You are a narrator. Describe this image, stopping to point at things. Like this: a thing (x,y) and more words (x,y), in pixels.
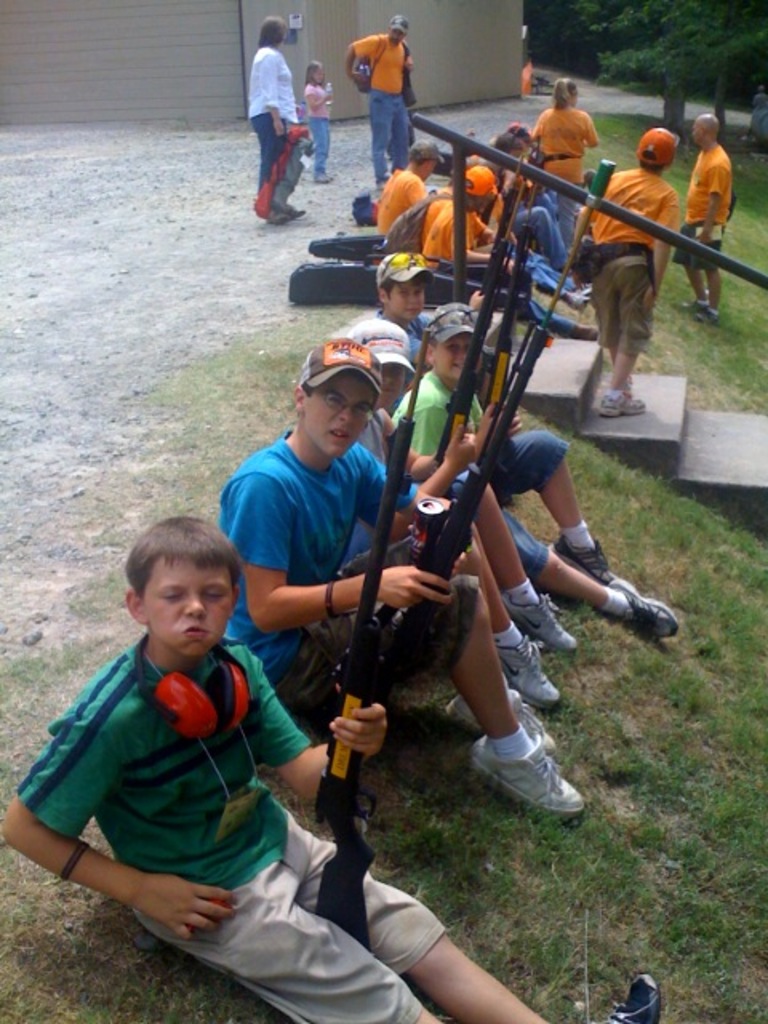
In this picture there is a group of boys (322,749) sitting on the grass (416,745) holding the guns (502,328) and giving a pose into the camera. Behind there is a group of girls and boys (616,294) wearing orange color t-shirt (597,226) sitting on the steps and discussing something. In the background (42,47) there is a grey color wall (242,113) and some trees (559,25).
